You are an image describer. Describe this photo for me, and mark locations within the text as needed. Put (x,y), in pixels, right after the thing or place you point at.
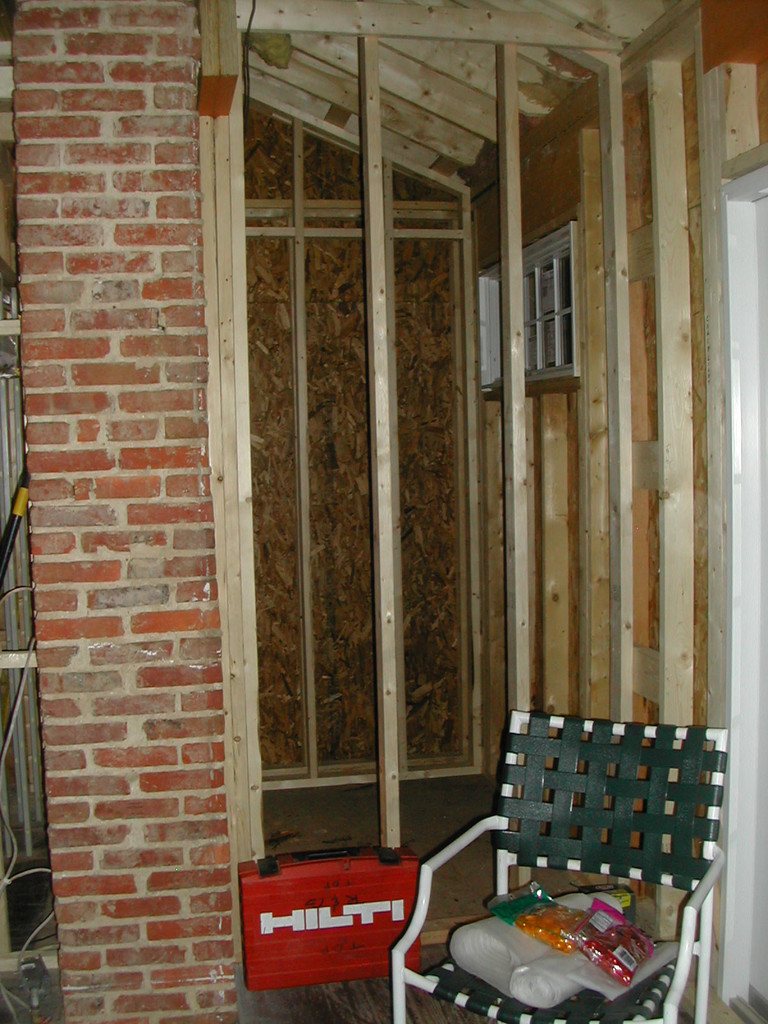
In this picture we can see few things (534,925) on the chair (594,846), beside the chair (581,843) we can find a box (297,937), in the background (588,502) we can find few wooden sticks (528,507).
